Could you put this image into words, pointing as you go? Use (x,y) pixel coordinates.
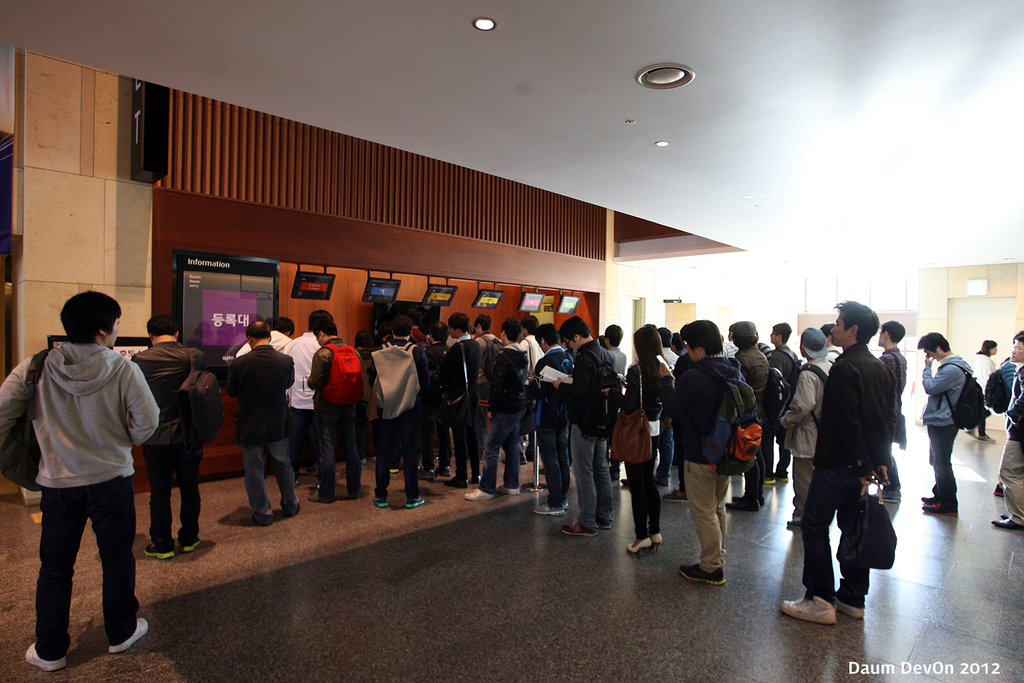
On the left side (97,379), there is a person (89,342) in gray color hoodie (108,436) standing on the floor (152,596). On the right side (804,547), there are persons (432,337) standing in queue (857,373) in front of the counters (378,317). There are screens (315,282) attached to the wall (512,280), there is a speaker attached to the ceiling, there are lights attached to the ceiling (686,107). In the right bottom corner (987,667), there is a watermark (908,673). In the background (999,293), there is wall (757,284).
